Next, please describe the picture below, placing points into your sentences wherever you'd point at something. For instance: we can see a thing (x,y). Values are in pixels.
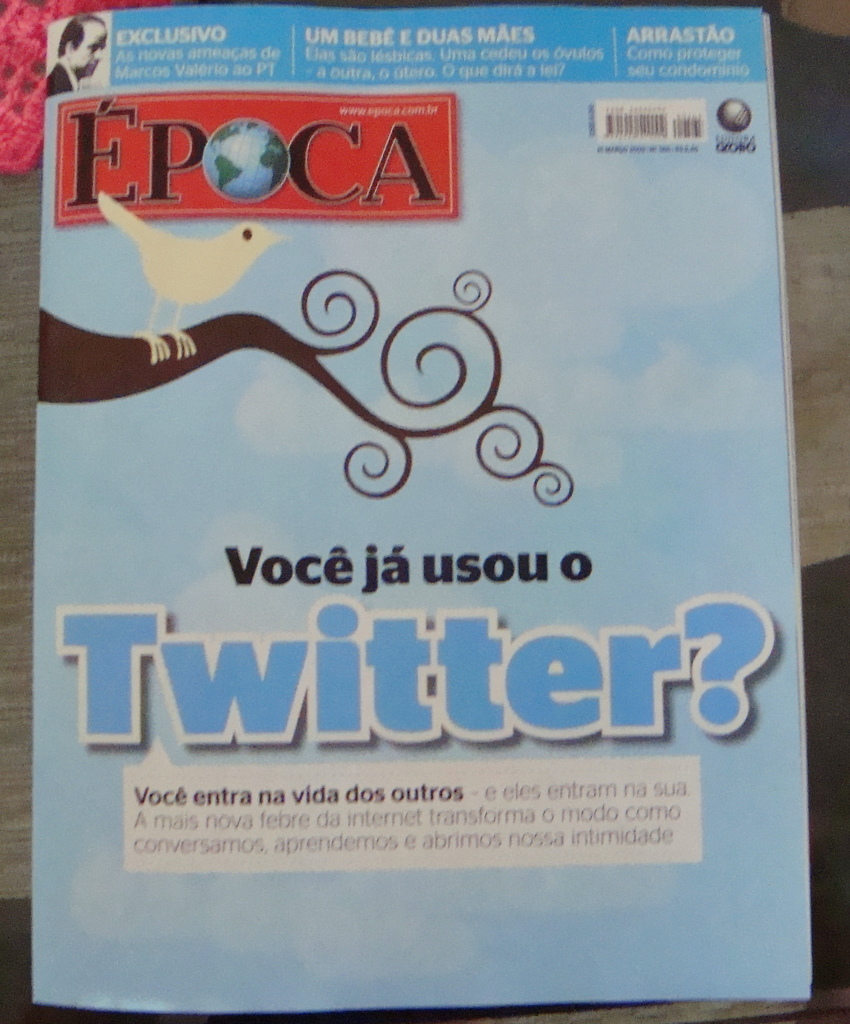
In this image in the front (401,441) there is a paper (490,758) and on the paper (330,432) there are some text (484,668) written on it and there is a image (87,77) of the person (84,73) on the paper (272,133). On the top left (34,54) there is an object (22,92) which is pink in colour.
